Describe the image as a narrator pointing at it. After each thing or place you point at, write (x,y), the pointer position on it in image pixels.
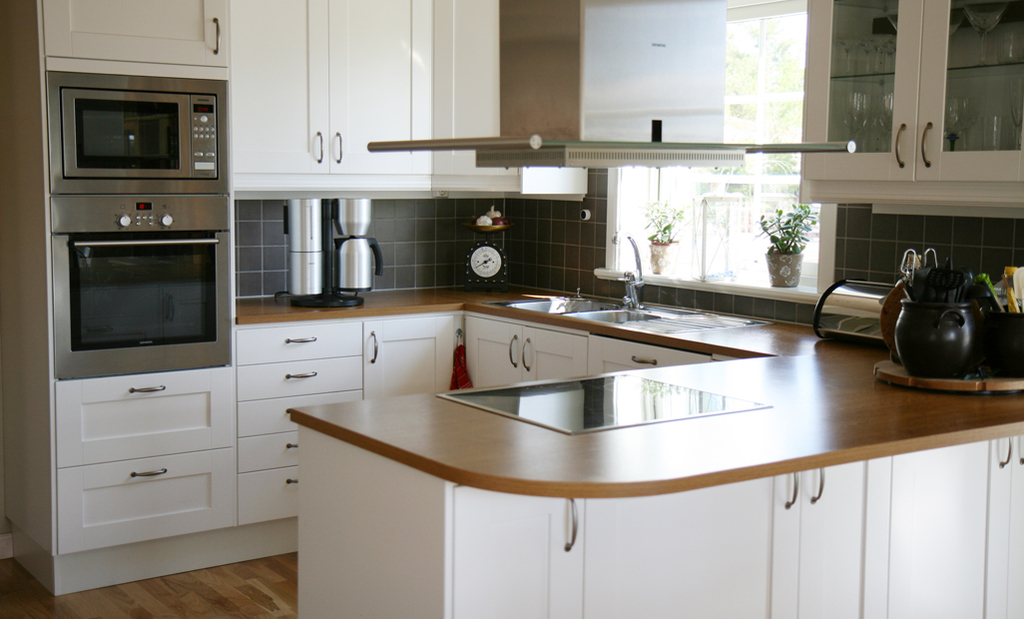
In this image I can see counter tops (750,455), a sink (640,317), a water tap (643,281), few plants (660,258), few cupboards (977,115), few drawers (257,392), a microwave (167,178), an oven (160,234) and I can also see few other stuffs (1003,347) on these counter tops (596,374). Here I can see number of glasses (884,116).
